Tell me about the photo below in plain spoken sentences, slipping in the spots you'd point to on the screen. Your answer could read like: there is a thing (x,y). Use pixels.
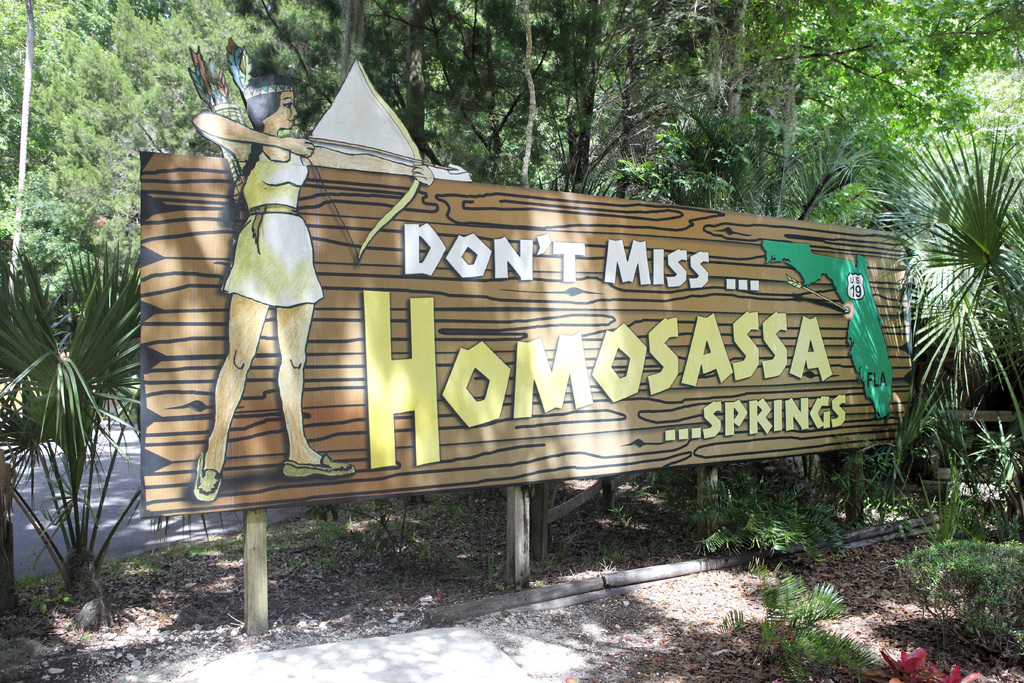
In this picture I can see a board (545,333) on which we can see some text (609,368) and image (296,329), around we can see some plants (11,456) and trees (31,32).
